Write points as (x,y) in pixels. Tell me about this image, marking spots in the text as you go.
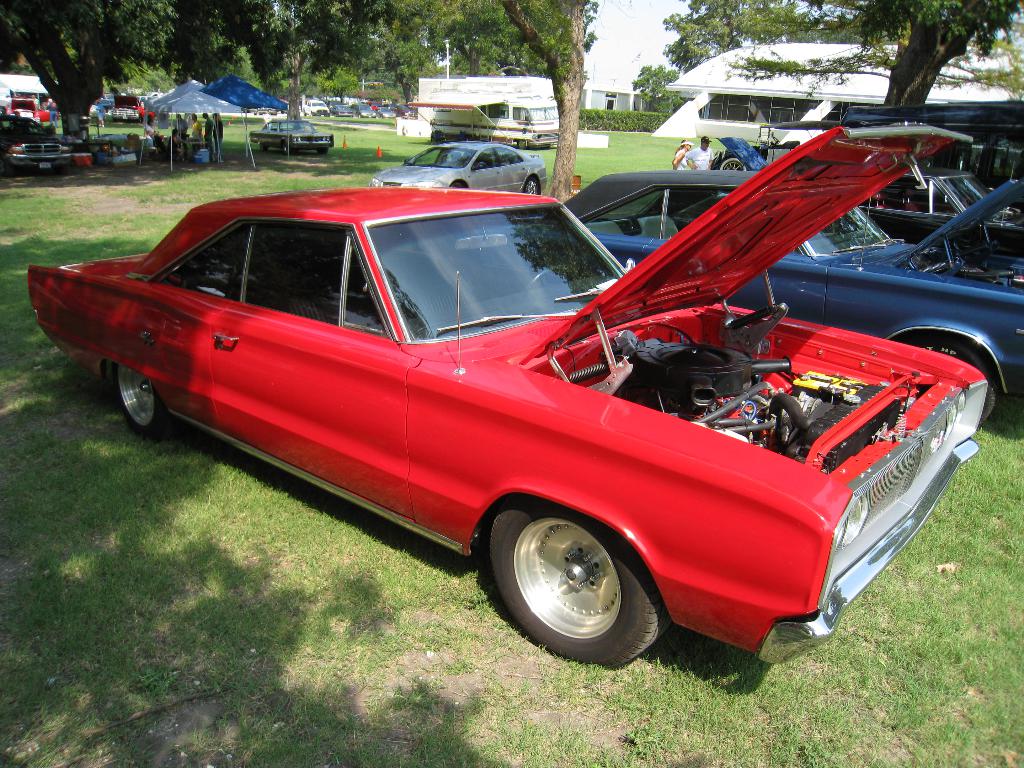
In this image we can see some people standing and we can also see vehicles (406,365), umbrella tents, trees (710,30) and houses (719,73).
